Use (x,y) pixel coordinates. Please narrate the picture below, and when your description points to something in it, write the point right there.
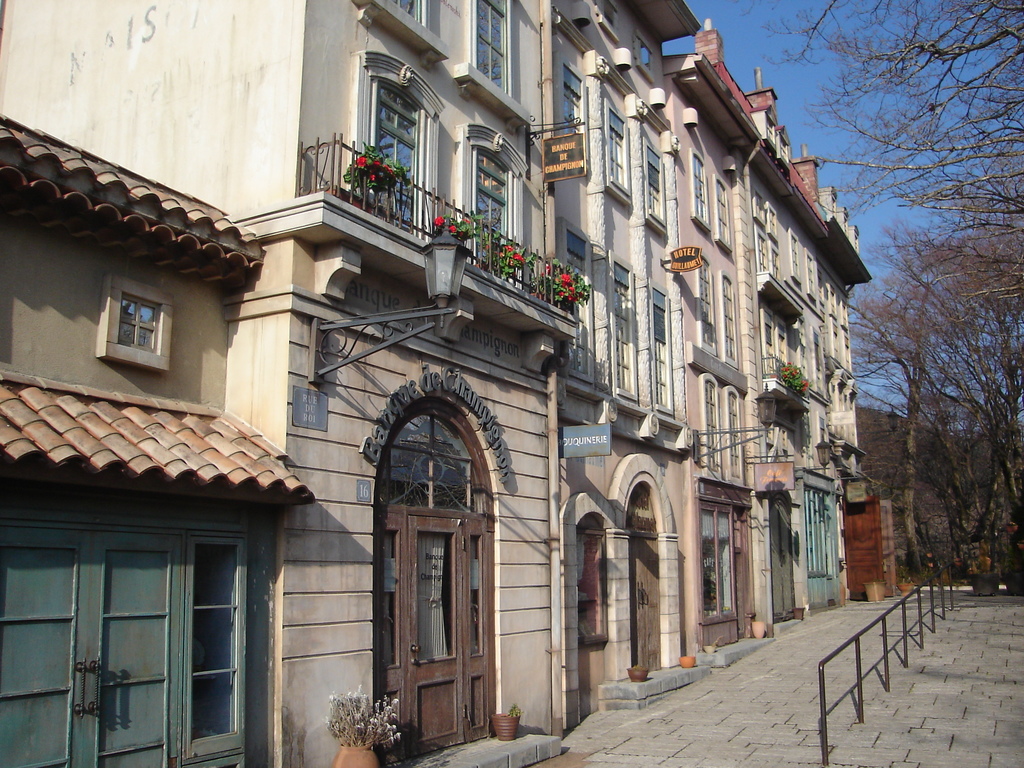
In this image in the center (416,499) there are buildings (328,465) and in the front (885,656) there is a railing (858,657) and on the right side (939,460) there are dry trees (963,402). In the center (400,405) on the building (387,462) there are boards (556,150) and there is some text (579,440) written on the boards (565,448) and on the wall (529,433) of the building (481,423).
